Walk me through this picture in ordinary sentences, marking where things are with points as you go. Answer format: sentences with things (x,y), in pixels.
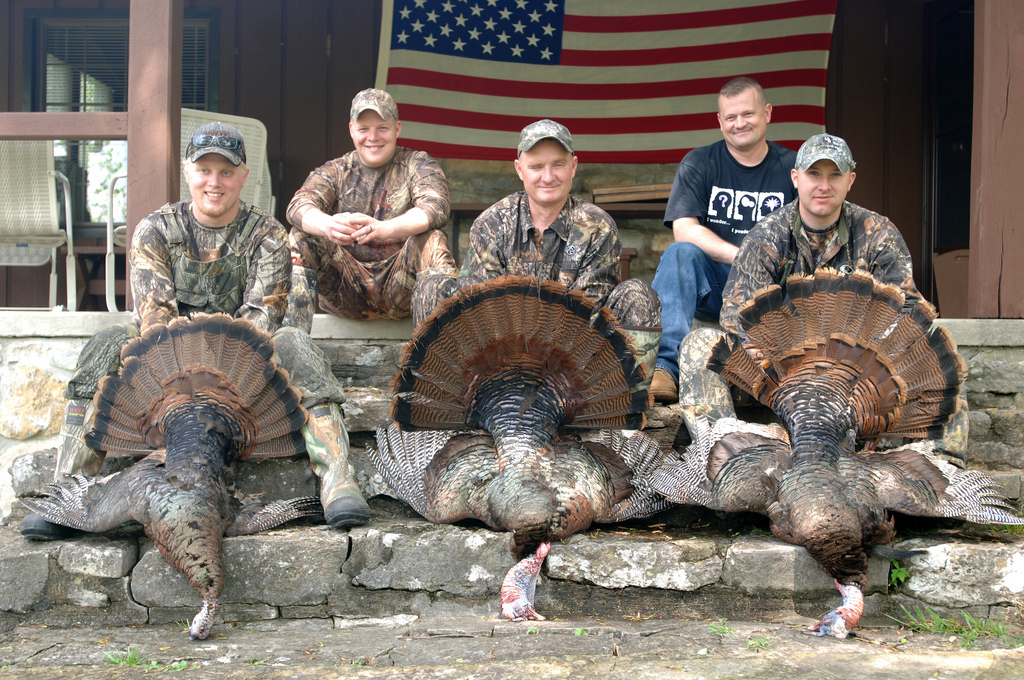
In this image we can see some people (335,426) sitting and among them few people (290,240) wearing uniform (636,290) and there are three birds (799,322) in front of them. In the background (868,152), we can see a building (1023,362) and there is a flag (702,41) and we can see two chairs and some other objects (45,88).
